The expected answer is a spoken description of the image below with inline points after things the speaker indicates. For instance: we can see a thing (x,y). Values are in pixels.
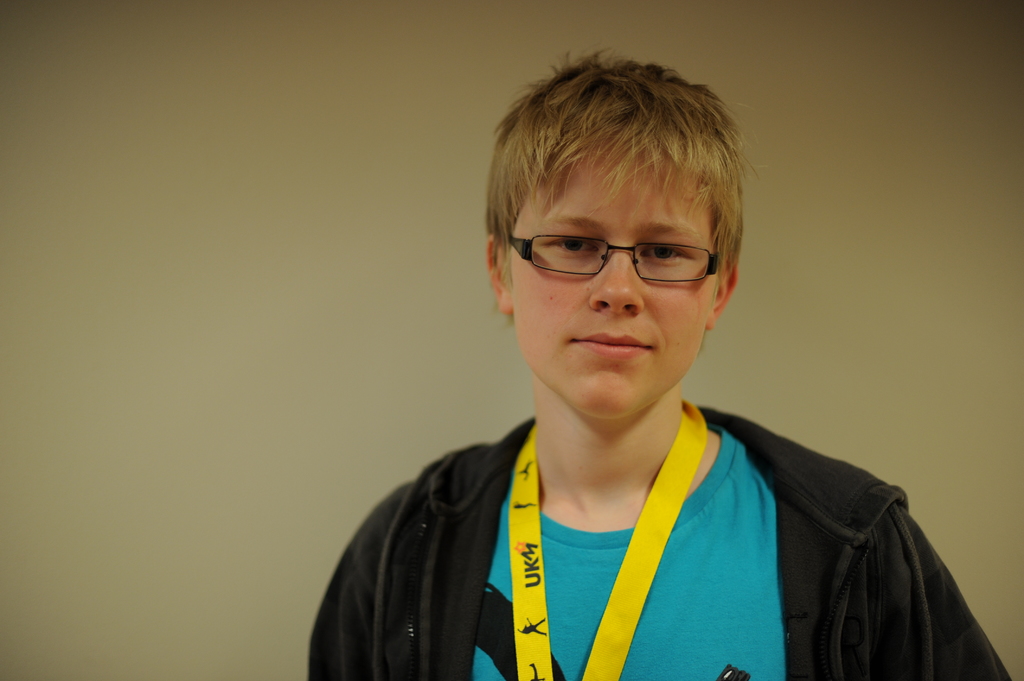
In the center of the image (597,248) there is a person (582,539) wearing glasses (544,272). In the background (164,467) we can see wall (357,85).
